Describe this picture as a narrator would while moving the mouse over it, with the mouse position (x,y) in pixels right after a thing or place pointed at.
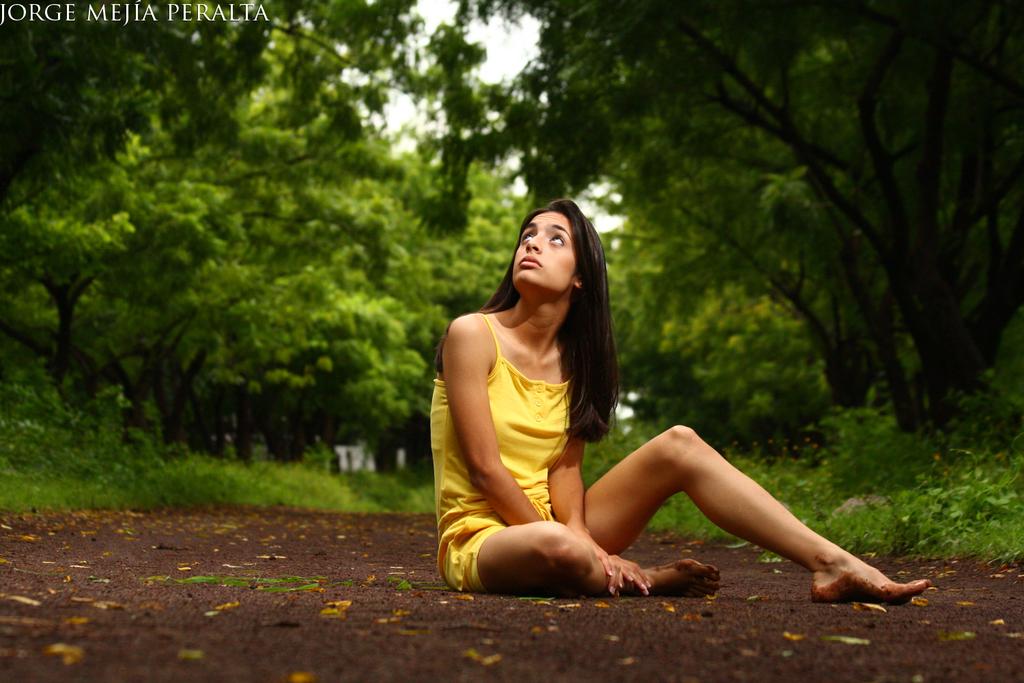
This is the picture of a lady (459,467) in yellow dress (534,485) who is sitting on the floor (334,560) and behind there are plants (264,478) and trees (213,375).
